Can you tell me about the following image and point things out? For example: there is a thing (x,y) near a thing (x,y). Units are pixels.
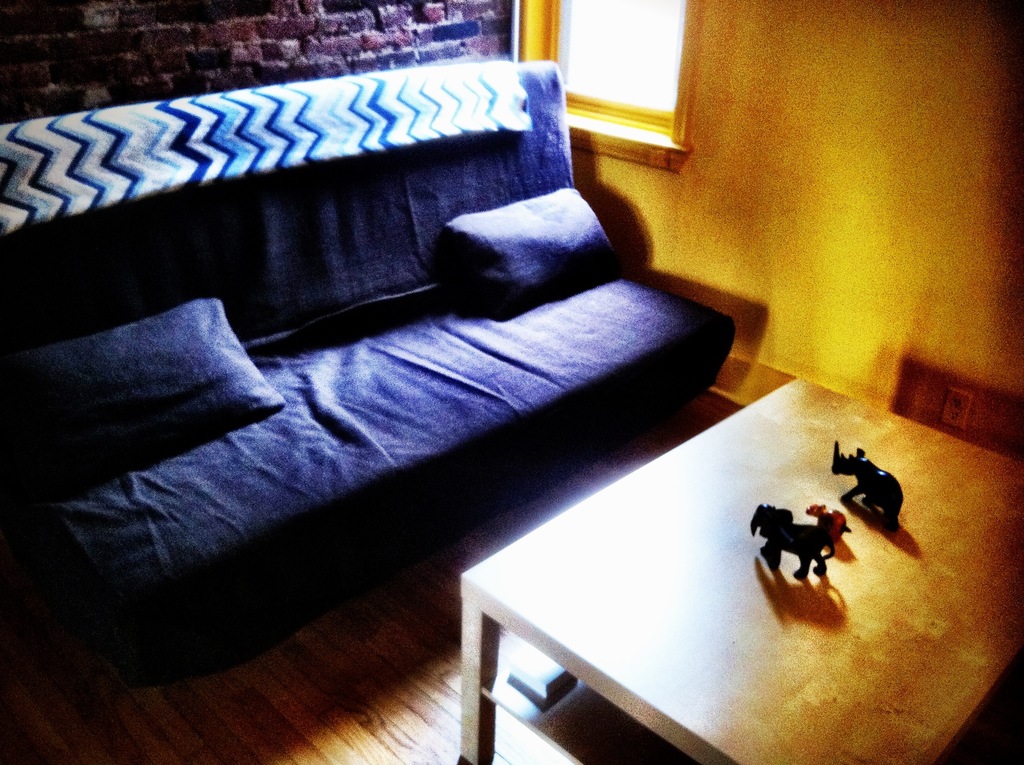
In the picture I can see some toys (860,463) are kept on the table (650,616), here I can see blue color sofa (199,274) upon which two pillows (536,212) are kept. In the background (240,67), I can see brick wall (301,55) and glass windows (664,122) here. Here I can see the wooden flooring (295,702).
